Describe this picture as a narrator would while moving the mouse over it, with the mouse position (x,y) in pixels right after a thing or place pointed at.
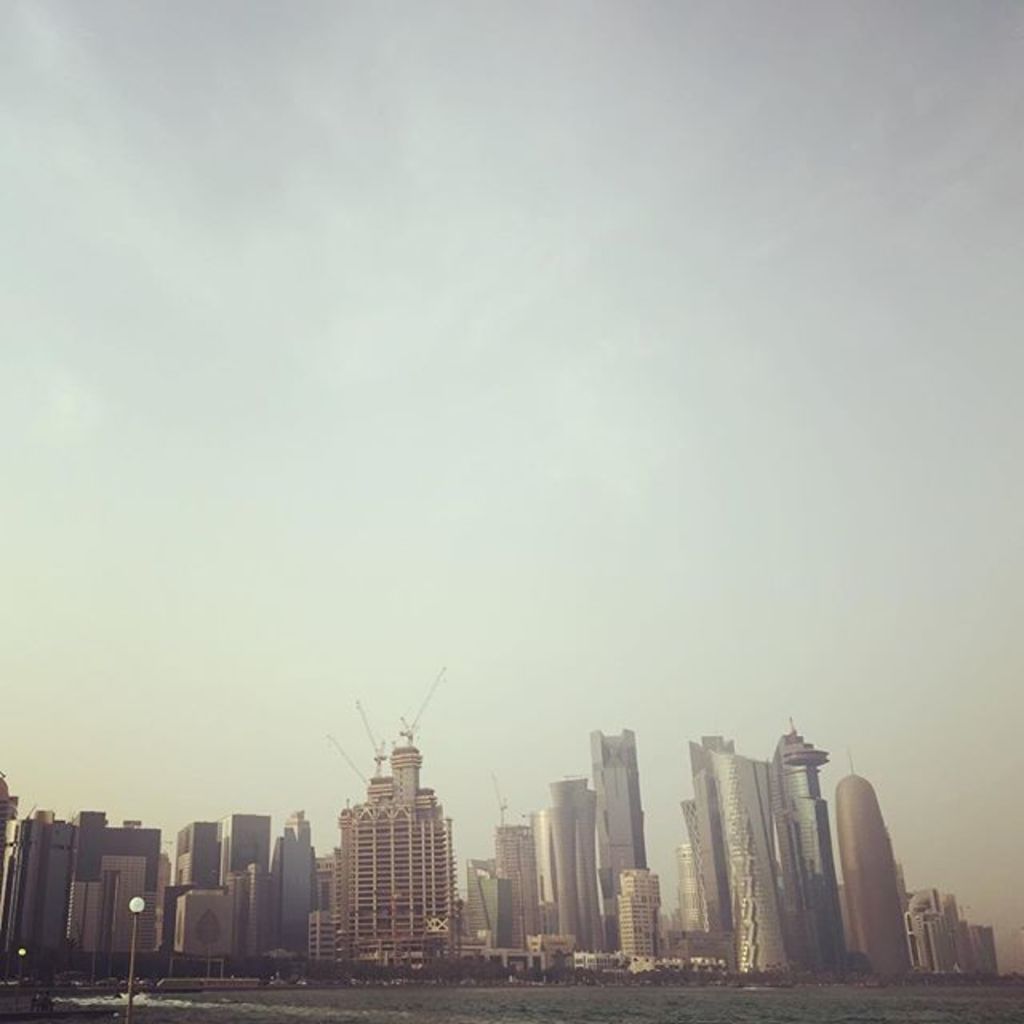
In the image we can see buildings (551,905), water (584,1011), light pole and the sky (557,217).
